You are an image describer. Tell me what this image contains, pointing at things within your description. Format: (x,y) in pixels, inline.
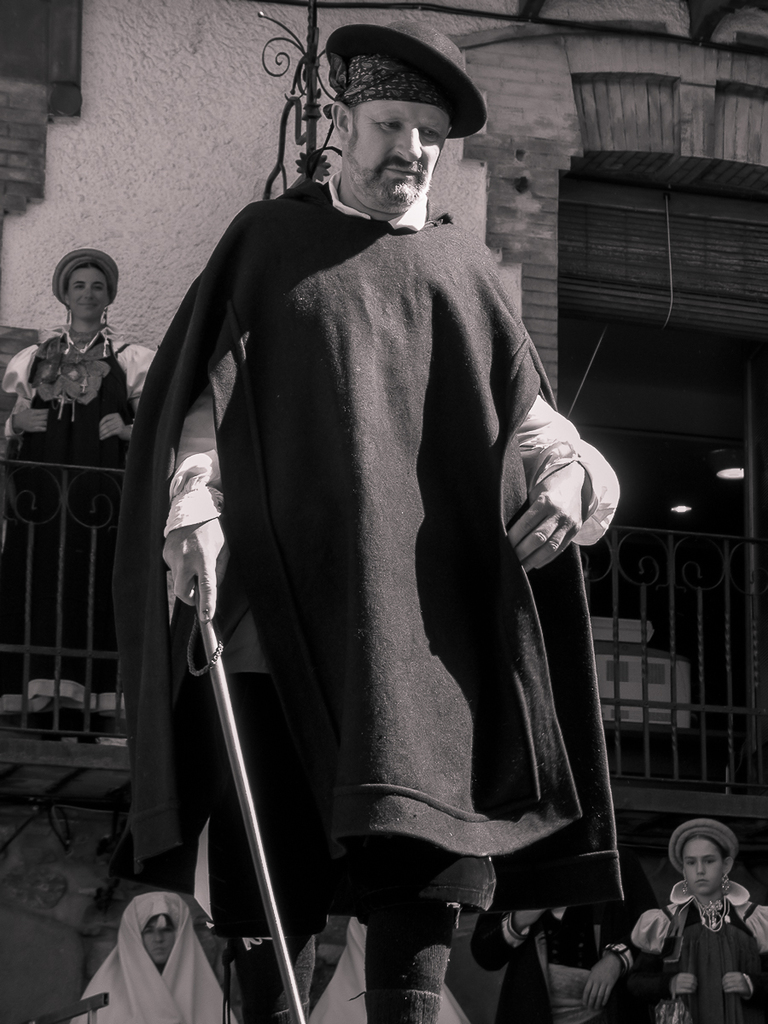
In this image we can see a person (397,597) holding an object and wearing a hat (464,112). There is a person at the left side of the image (45,479). There are few people (735,1022) at the bottom of the image (103,979). There are few lights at the right side of the image (725,479). There is a building (705,482) in the image.
